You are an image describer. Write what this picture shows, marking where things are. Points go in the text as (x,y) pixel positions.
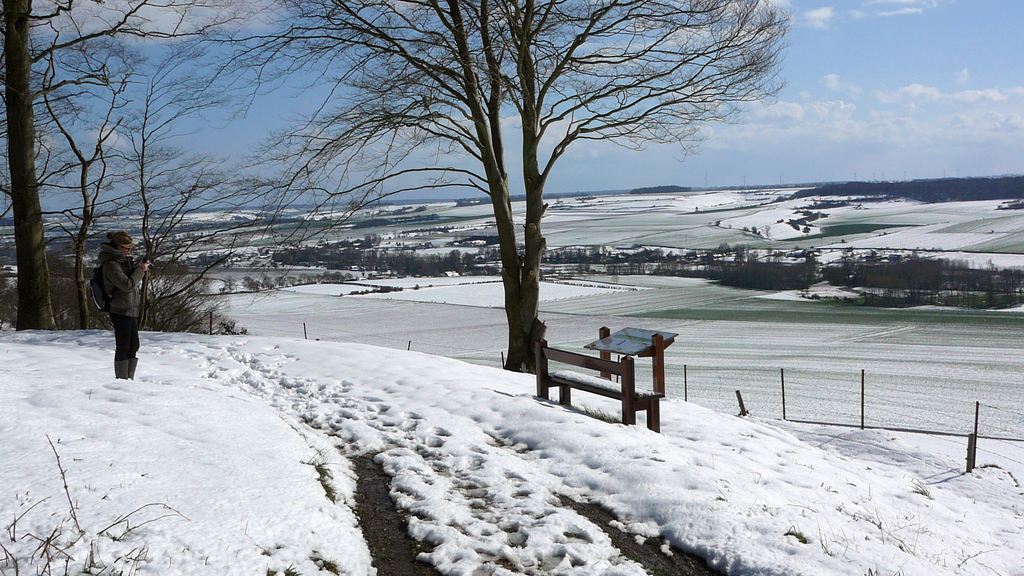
In this picture we can see a person (121,304) standing on the snow (145,365). On the right side of the person (118,278), there are poles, a bench (550,353) and a board (619,340). Behind the person (131,292), there are trees (631,57) and the sky (880,70).
